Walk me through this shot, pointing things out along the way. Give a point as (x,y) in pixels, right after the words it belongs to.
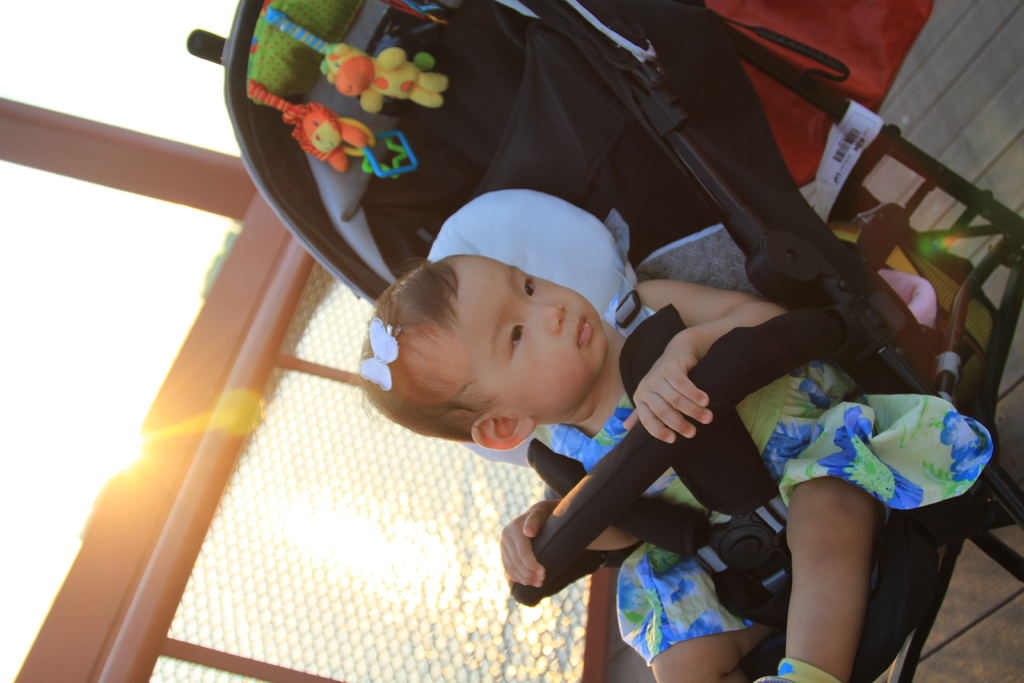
In this picture we can see a butterfly clip (388,349), toys (297,78), sticker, fence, pillar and a child (430,316) sitting in a stroller (795,226) and this stroller (713,384) is on a surface (921,94) and in the background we can see the sky (136,91).
